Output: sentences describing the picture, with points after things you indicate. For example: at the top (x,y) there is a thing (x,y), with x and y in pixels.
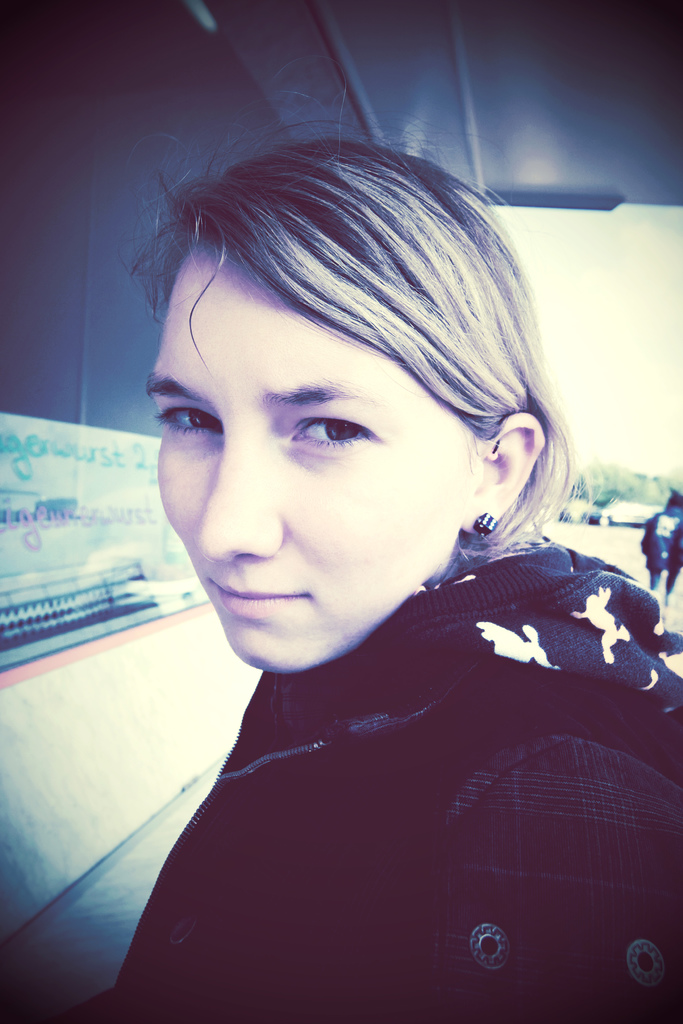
In this picture I can see a woman (434,535). The woman (415,684) is wearing black clothes (472,819). In the background (665,547) I can see person (651,544) is standing and some other objects (642,511).
